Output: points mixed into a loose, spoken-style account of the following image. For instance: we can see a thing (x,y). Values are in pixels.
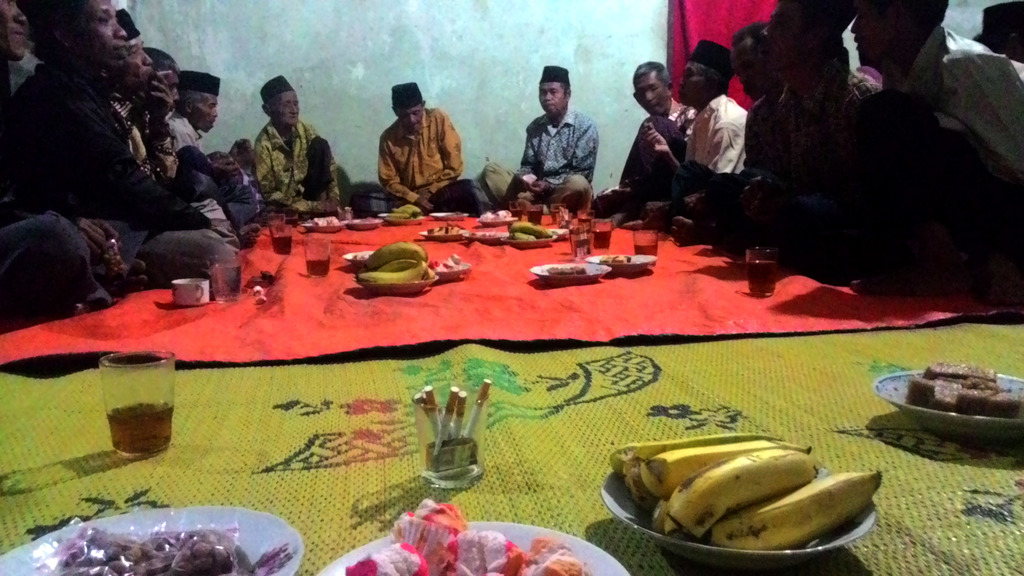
In this image I can see the group of people (273,161) sitting and these people (396,160) are wearing the different color dresses (117,137) and also caps (280,76). In-front of these people (457,195) I can see the plates (378,284) with food (367,269) and the glasses (322,269) with drink (572,231). And these are on the red and green color sheets (518,324).
